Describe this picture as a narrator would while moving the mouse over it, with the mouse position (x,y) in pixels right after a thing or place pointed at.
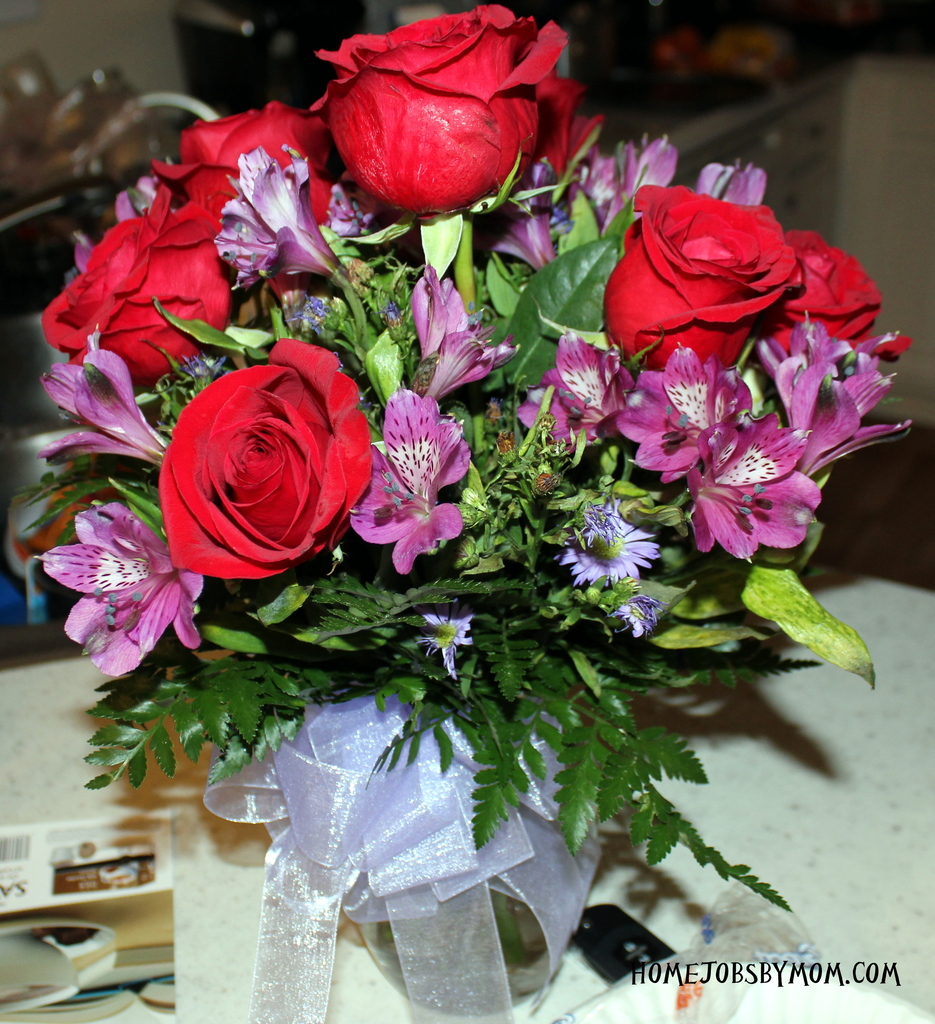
In this image I can see a bouquet (414,382) of rose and other flowers (438,384). At the bottom (347,816) it is the ribbon (428,822) in transparent white color.
